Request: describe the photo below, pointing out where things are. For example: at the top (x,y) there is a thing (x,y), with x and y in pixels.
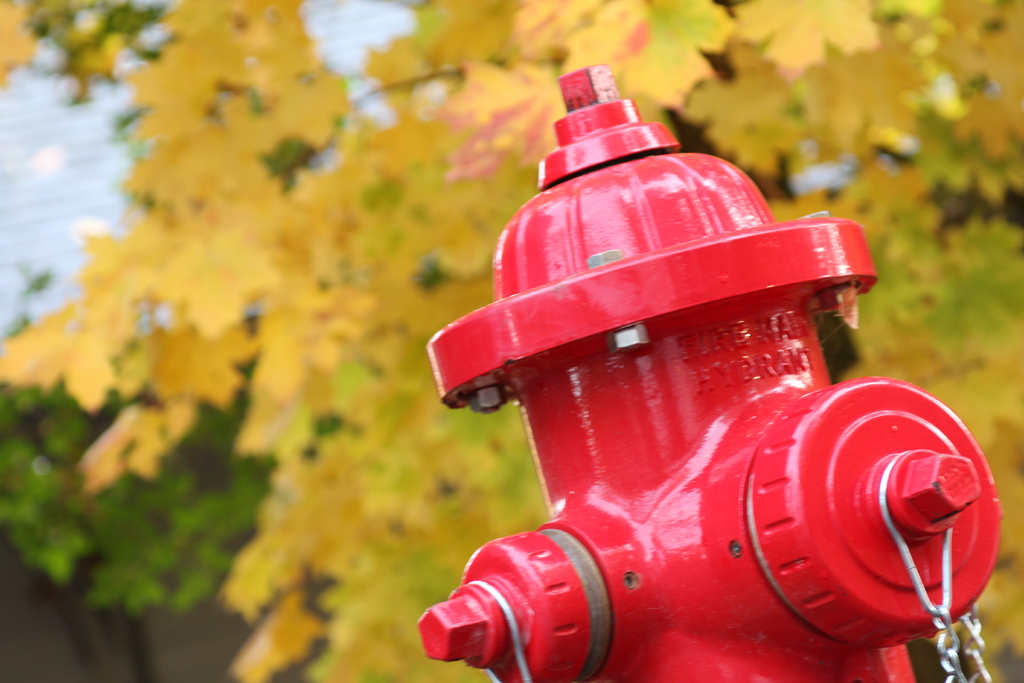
In this image I can see the fire hydrant (681,400). In the background (981,430) I can see few leaves (354,430) in green and yellow color.
